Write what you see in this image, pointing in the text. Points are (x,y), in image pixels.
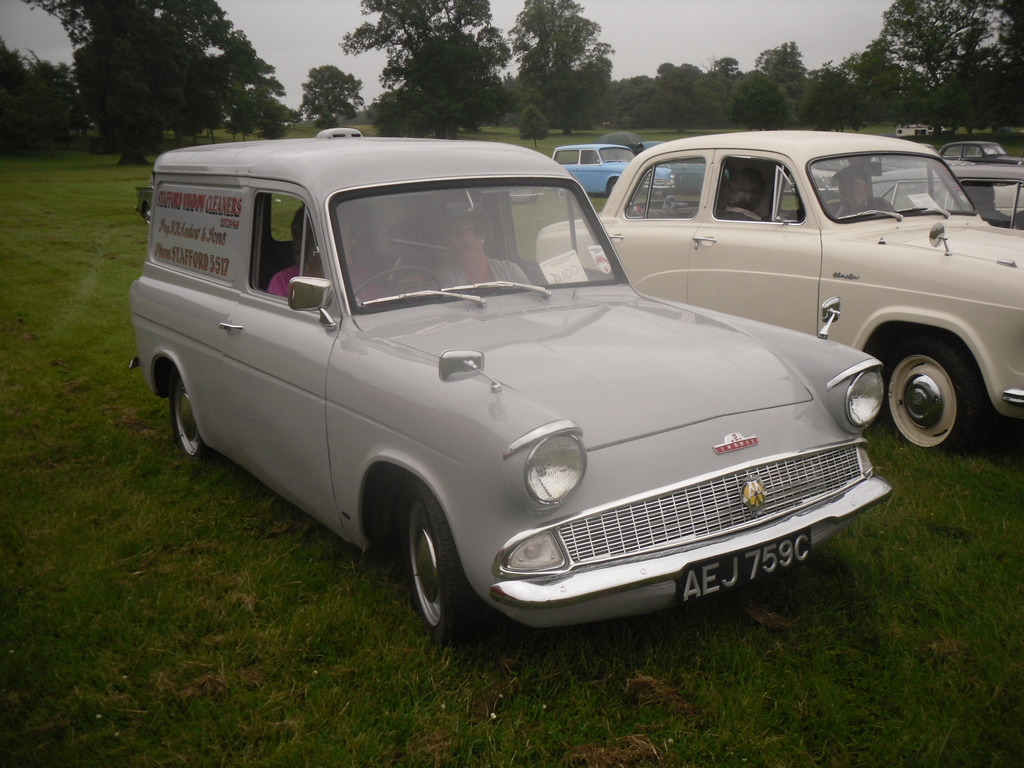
Land (102,531) is covered with grass (918,542). Here we can see vehicles (842,380). People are sitting inside vehicles (646,362). Background (932,113) there are a number of trees (974,37).
